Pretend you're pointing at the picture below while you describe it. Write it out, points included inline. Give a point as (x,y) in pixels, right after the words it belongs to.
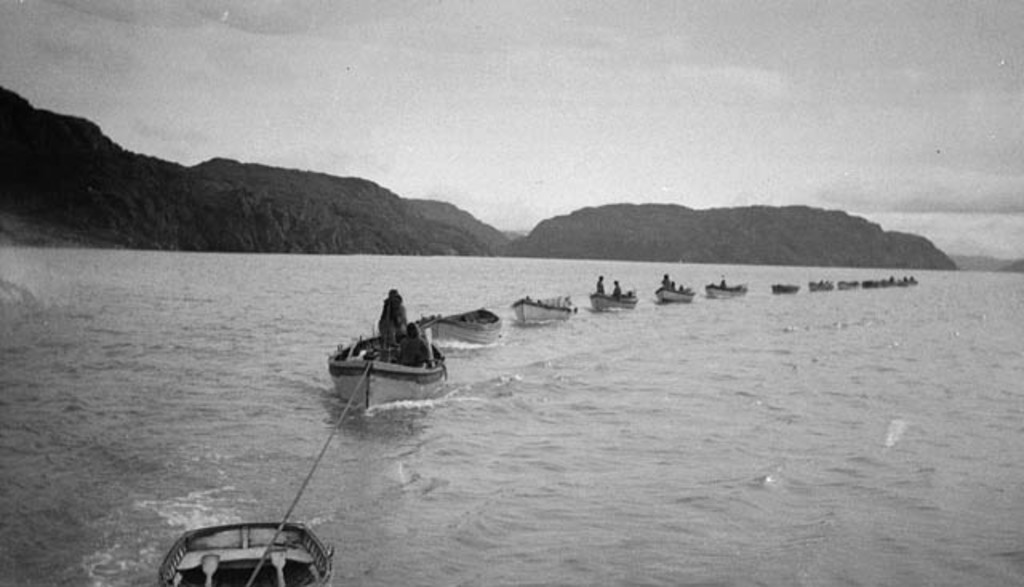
This is an old black and white image. I can see few people (665,287) in the boats (301,571). These boats (305,555) are moving on the water (877,301). I can see the hills (437,206). This is the sky (737,83).
